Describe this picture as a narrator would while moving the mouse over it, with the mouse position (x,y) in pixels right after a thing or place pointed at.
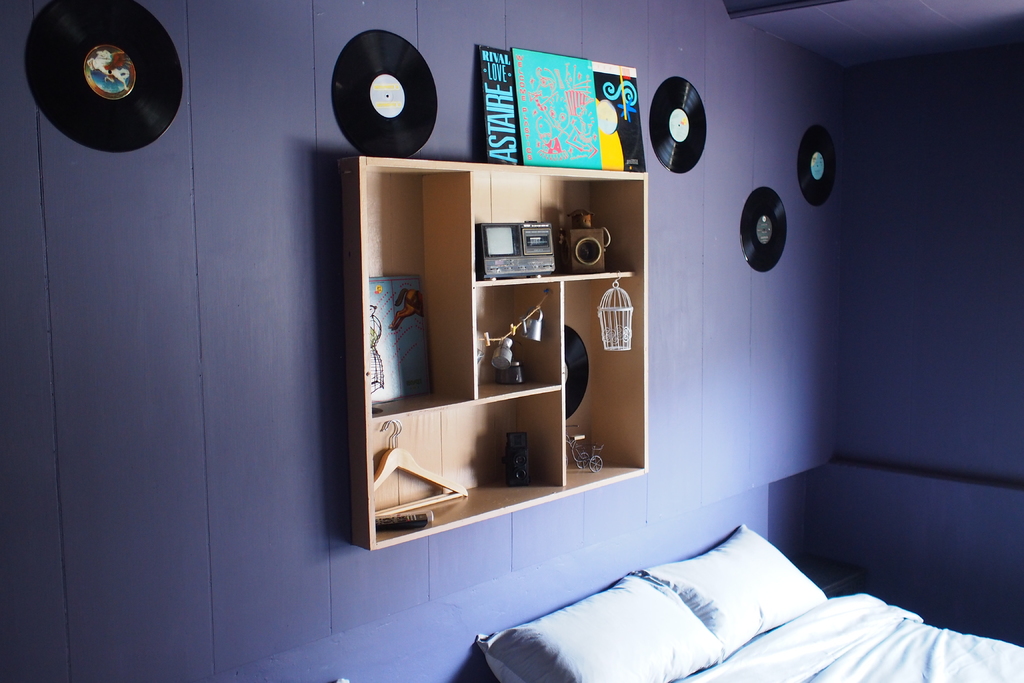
In this picture I can observe a shelf (519,348). There are some hangers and a radio (531,253) placed in this shelf (400,218). I can observe a photo frame (531,107) placed on this shelf (461,455). On the right side (707,603) there is a bed (806,648) on which I can observe two pillows (668,623). In the background (234,381) I can observe a wall (710,374) which is in purple color.
